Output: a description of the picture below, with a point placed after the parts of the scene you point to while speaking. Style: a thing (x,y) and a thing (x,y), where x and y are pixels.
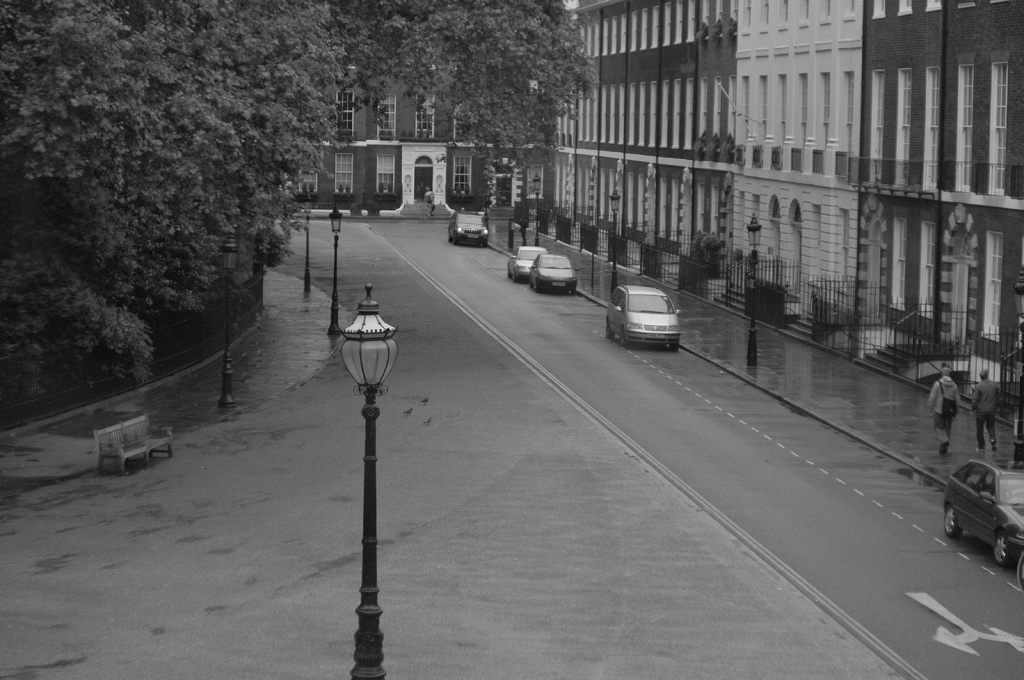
This is a black and white image. On the left side (186,249) there are trees (171,34). Also there is a bench (145,418). There are light poles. There is a road (549,314). On the road (448,233) there are vehicles (671,338). Near to that there is a sidewalk (802,405). Two people (954,409) are walking. There are railings (689,264). Also there are buildings (465,154) with windows (806,122) and arches (776,195).
